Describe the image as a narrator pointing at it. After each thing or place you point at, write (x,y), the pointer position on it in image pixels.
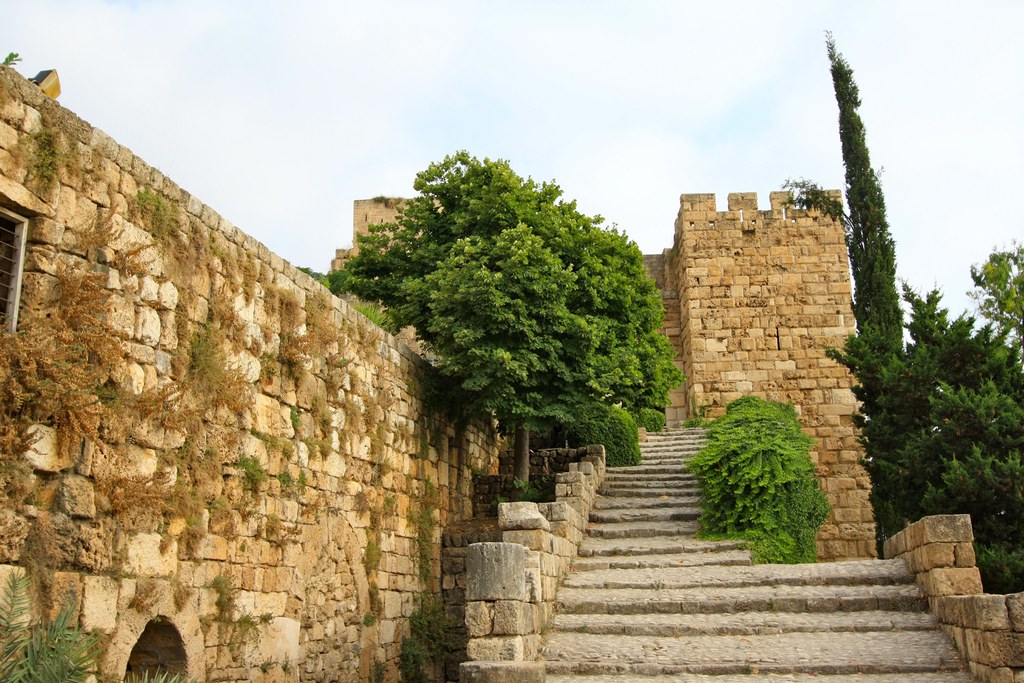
In this image I can see the wall (747,234), staircase (636,581) and trees (616,311) and at the top (529,127) I can see the sky (944,72).
